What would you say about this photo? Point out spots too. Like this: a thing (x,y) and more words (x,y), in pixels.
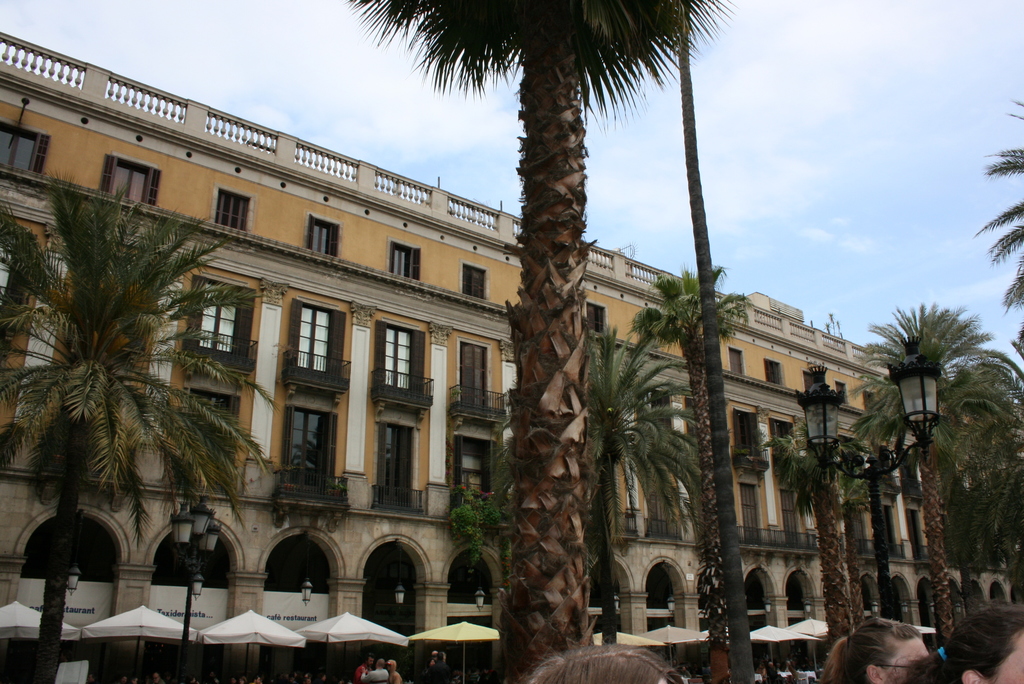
In this picture we can observe a building (425,347) which is in yellow color. There are windows (341,350). We can observe street light poles (836,414). There are trees (568,393) in this picture. There are white color umbrellas (321,635) in front of this building (334,535). We can observe some people (866,666) here. In the background (779,191) there is a sky (313,84).
